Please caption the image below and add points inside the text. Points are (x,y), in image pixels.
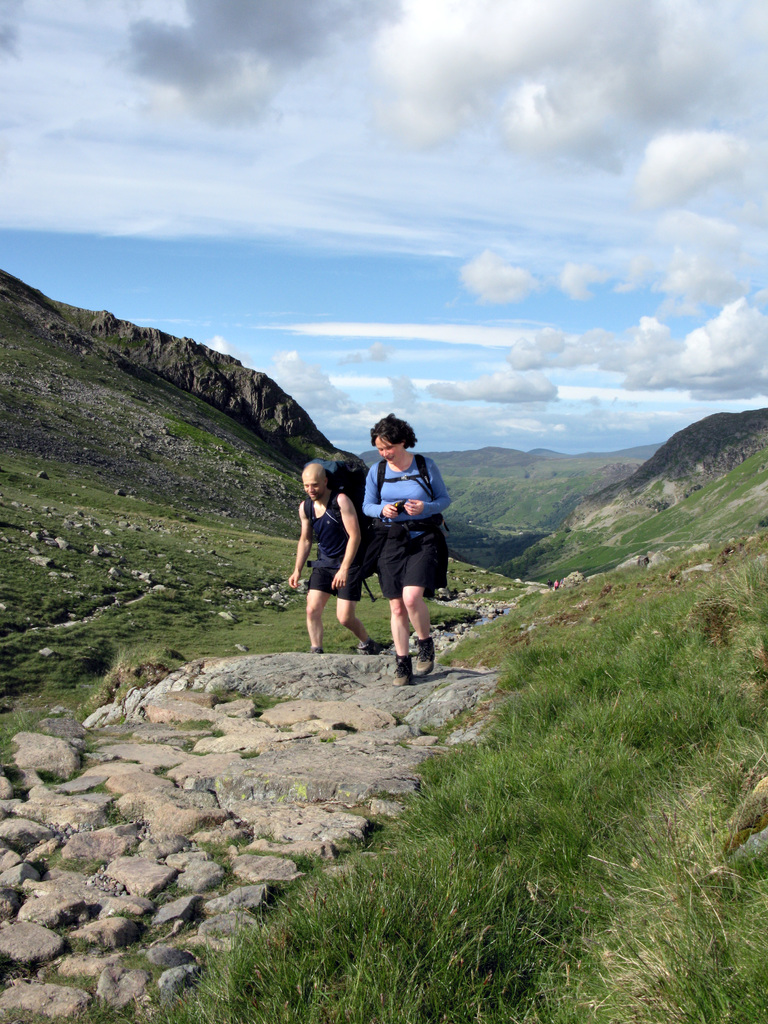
In the image I can see two people (325,537) on the rocks (117,769) and also I can see some mountains (37,424), grass (382,624) and the cloudy sky (594,386).
